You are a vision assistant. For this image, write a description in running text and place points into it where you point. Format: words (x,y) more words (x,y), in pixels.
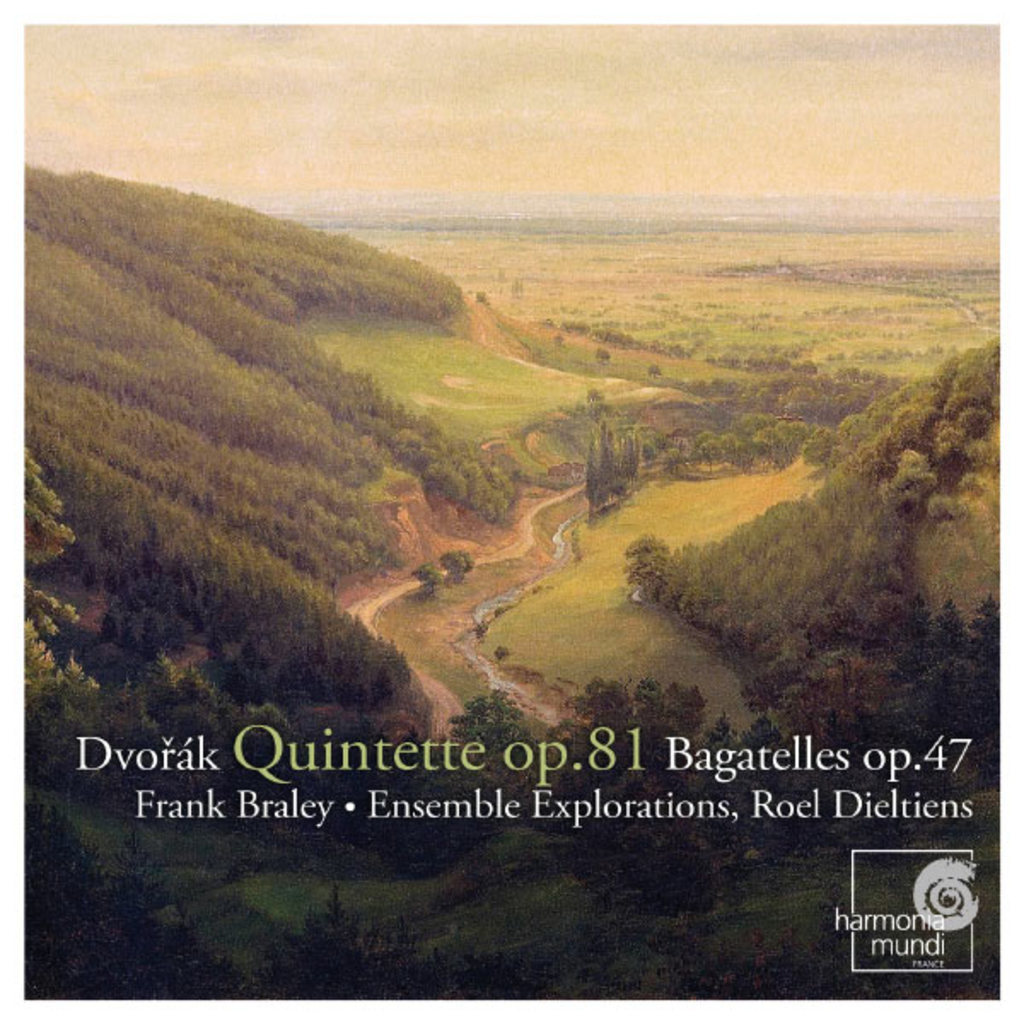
In this picture we can see an object (474,179) seems to be the poster (582,199) containing the pictures (710,223). In the foreground (338,903) we can see the green grass (274,898), trees (276,684), plants (286,697) and in the background (782,224) we can see the sky (606,192) and some other objects (876,276) and we can see the text (830,810) and numbers (628,754) on the image.
